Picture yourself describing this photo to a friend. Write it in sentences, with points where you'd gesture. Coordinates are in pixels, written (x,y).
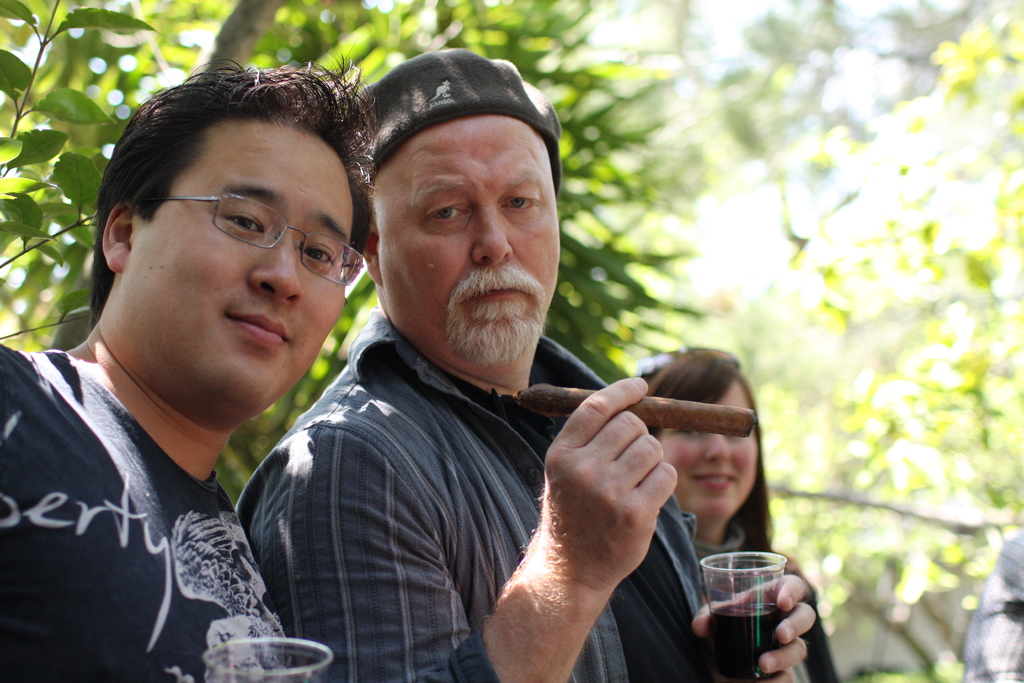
In this image, we can see three persons (341,527) wearing clothes (449,431). There is a person (426,385) in the middle of the image (432,421) holding a cigar (638,406) and glass (754,582) with his hands (607,528). There are leaves (39,165) in the top left of the image (38,139). In the background (536,25), image is blurred.
